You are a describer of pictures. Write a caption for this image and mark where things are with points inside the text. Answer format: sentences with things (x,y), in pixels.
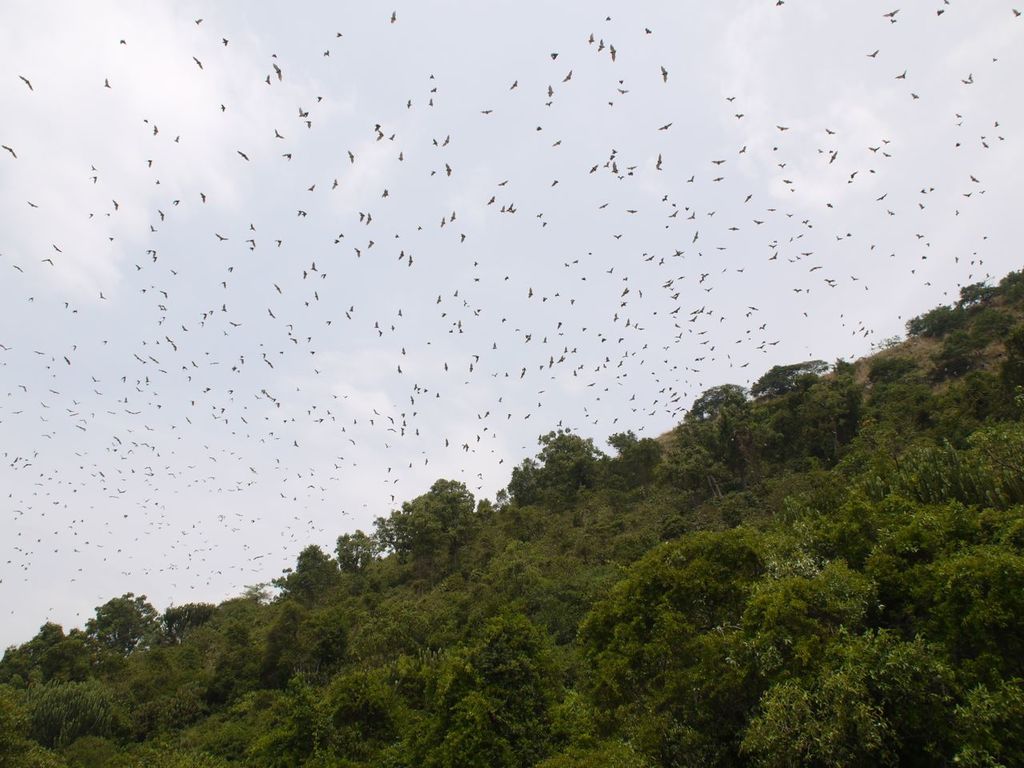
At the bottom of the picture (639,594), there are many trees (642,652). At the top of the picture (377,93), we see the sky (345,227) and many bats (672,216) are flying in the sky (204,387).
